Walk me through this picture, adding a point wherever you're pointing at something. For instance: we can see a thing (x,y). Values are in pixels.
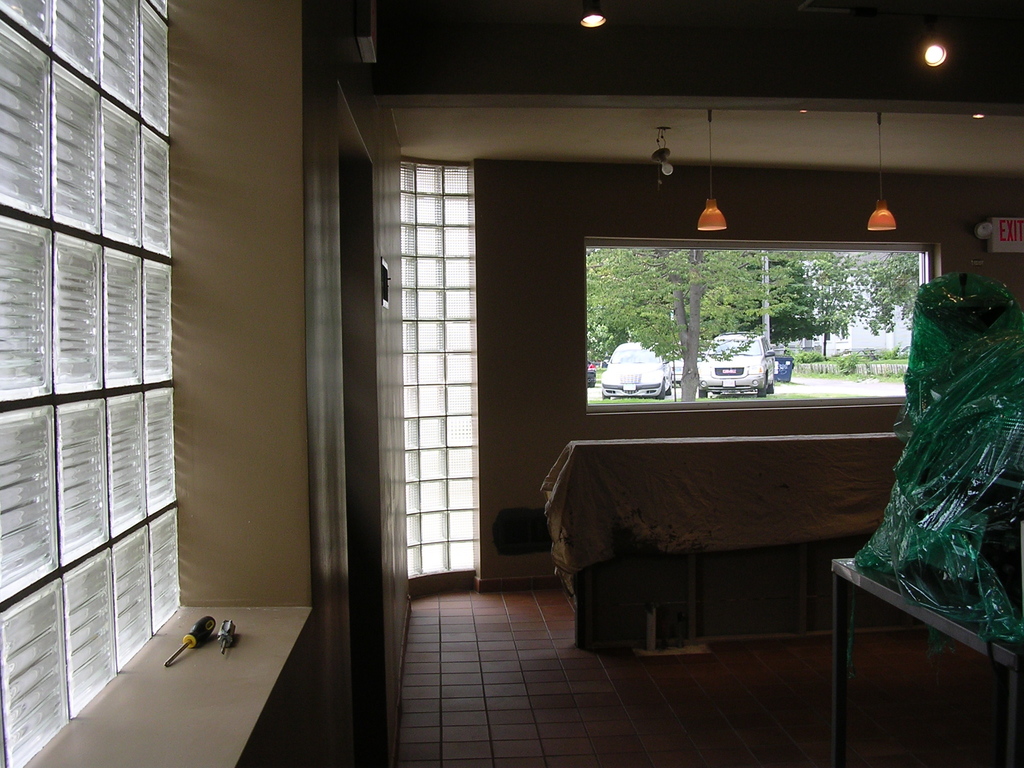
In this image we can see an inside view of a building (480,451), there is a window (106,66) and few objects (201,634) on the window (248,654), there are lights (927,51) attached to the ceiling (828,170), and there are cars (712,349) and trees (671,358) outside the building (522,459).
